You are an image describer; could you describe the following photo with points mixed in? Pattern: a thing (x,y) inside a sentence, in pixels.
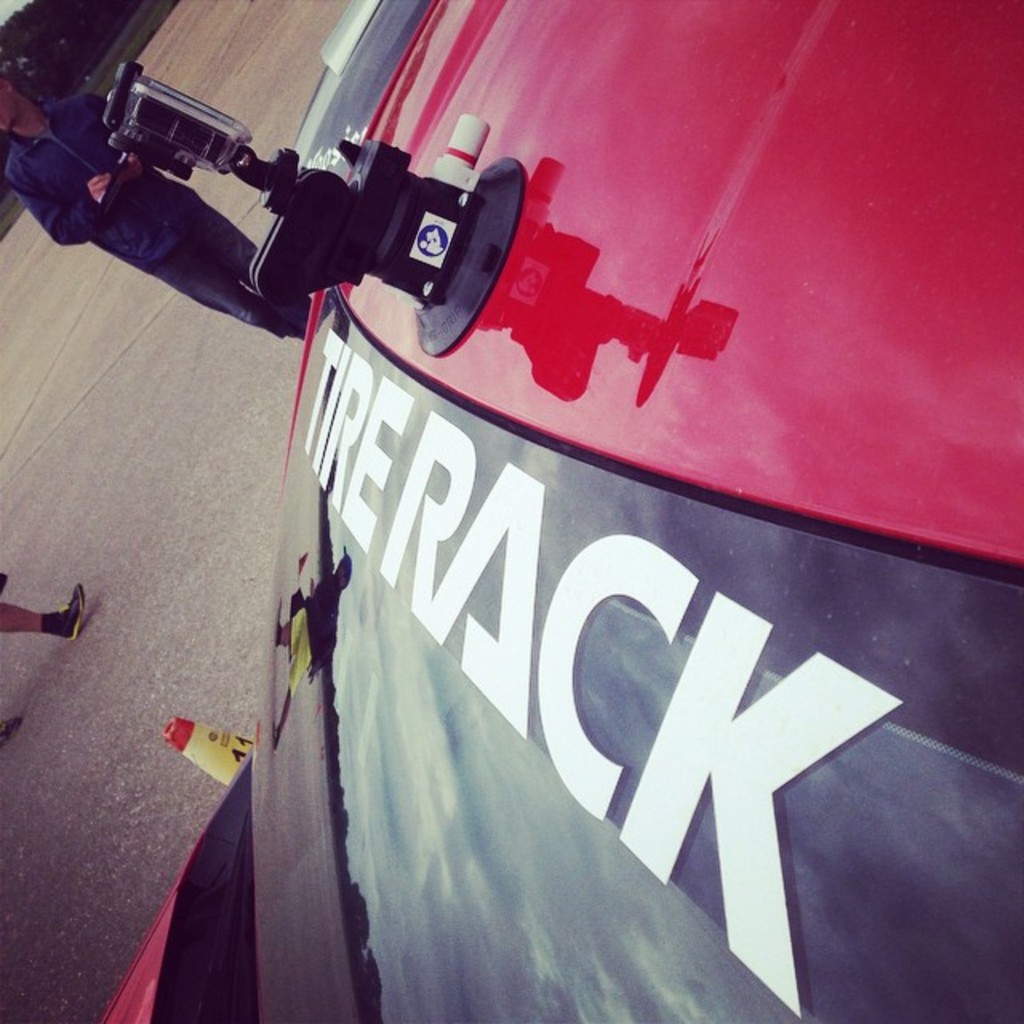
In this picture, it looks like a vehicle (502,478). On the vehicle (441,365), there is a camera (209,156) with a stand (287,228). On the left side of the image (230,231), there is a person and an object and there are legs (48,617) of another person (3,617). In the top left corner of the image (42,37), there are trees (66,54) and grass (96,74).
